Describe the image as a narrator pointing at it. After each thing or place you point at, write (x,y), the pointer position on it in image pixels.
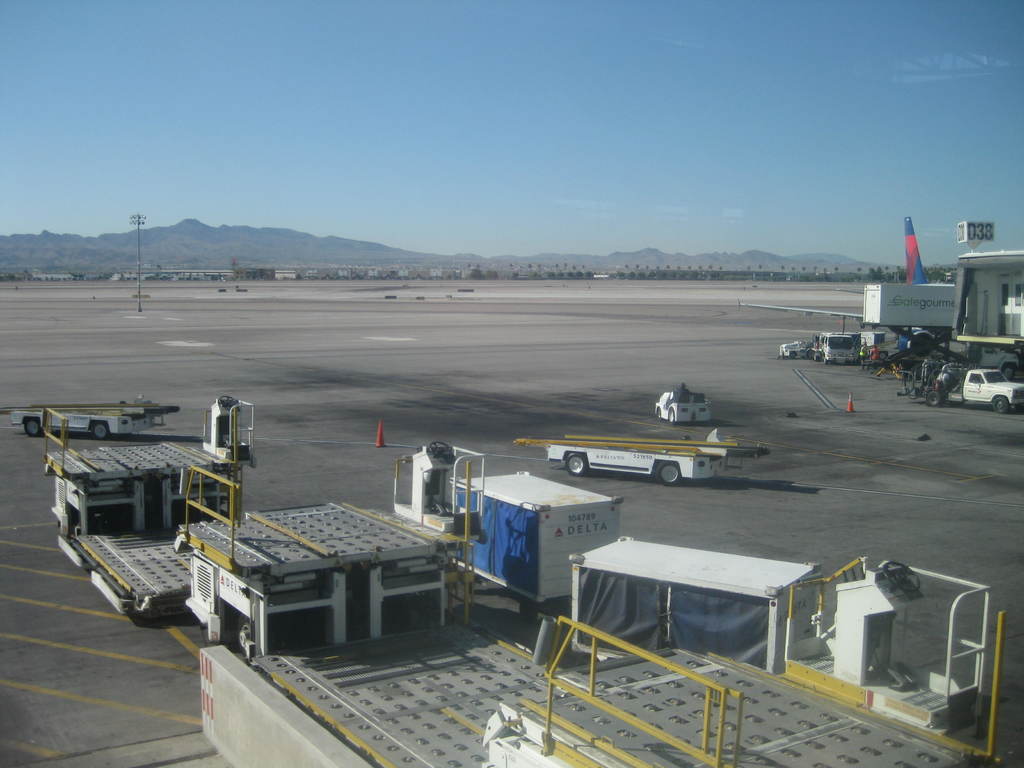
In this image I can see the ground (480,377), few vehicles (560,449) on the ground (652,422), few traffic poles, an aircraft (917,268), a metal pole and in the background (134,246) I can see few buildings (195,277), few mountains (333,251) and the sky (533,143).
